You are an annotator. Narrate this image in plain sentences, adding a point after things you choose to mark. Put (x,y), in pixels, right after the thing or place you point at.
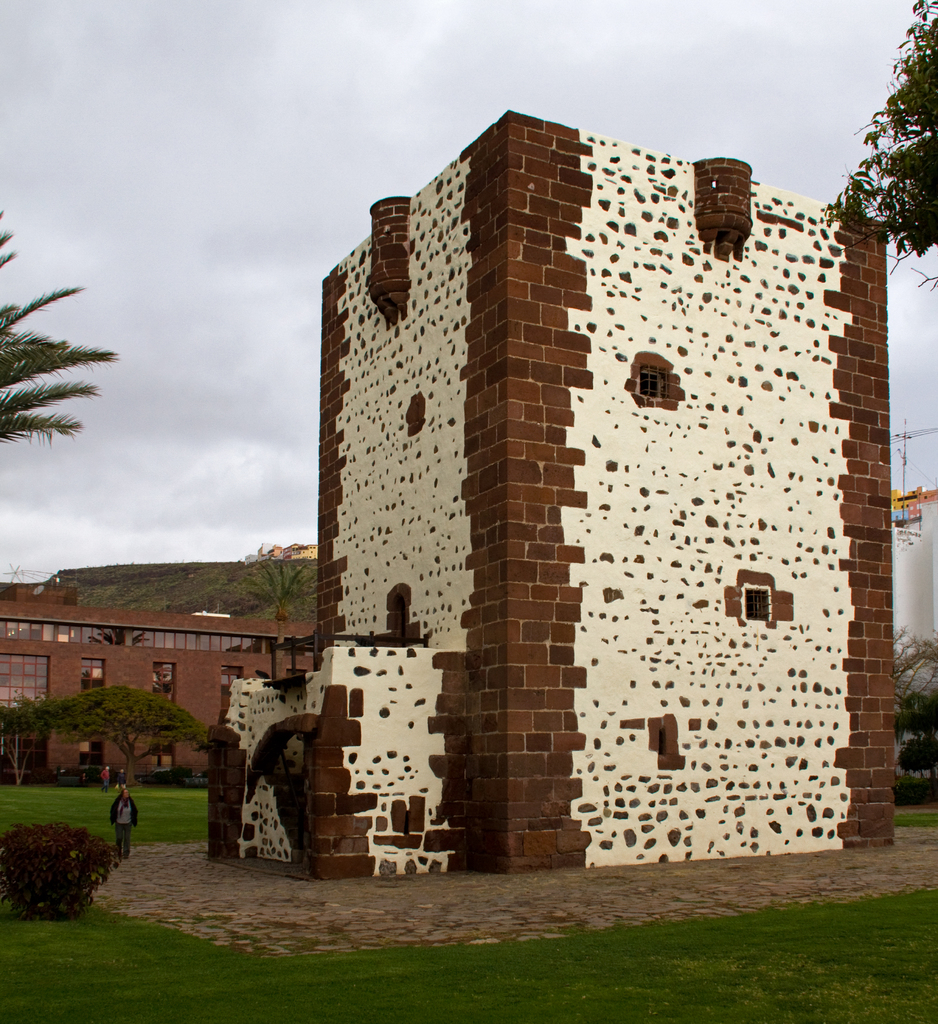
In this image we can see a building (628,644) with windows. We can also see some plants (56,905), grass (111,934) and a person (117,819) standing beside. On the backside (164,737) we can see a group of trees (181,725), a building (190,753), the hills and the sky (195,231) which looks cloudy.
